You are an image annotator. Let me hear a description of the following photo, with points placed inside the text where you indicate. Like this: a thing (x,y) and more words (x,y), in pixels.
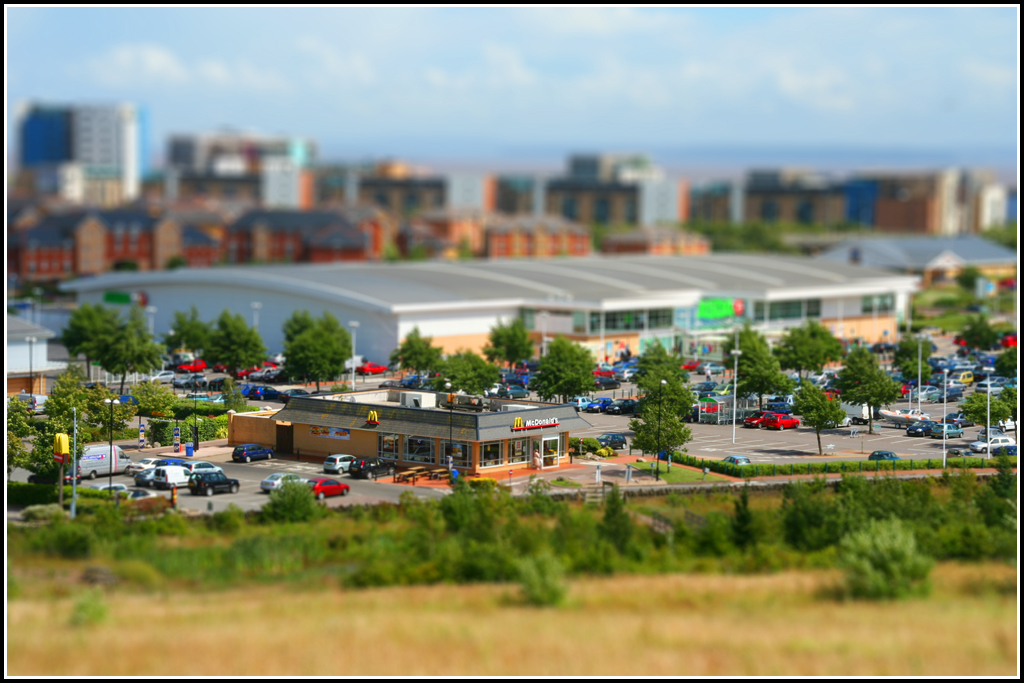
In this image, there are some green color plants (396,515) and trees (791,357), there are some cars (245,454), there are some buildings (512,279) and at the top (590,56) there is a sky (502,57).
